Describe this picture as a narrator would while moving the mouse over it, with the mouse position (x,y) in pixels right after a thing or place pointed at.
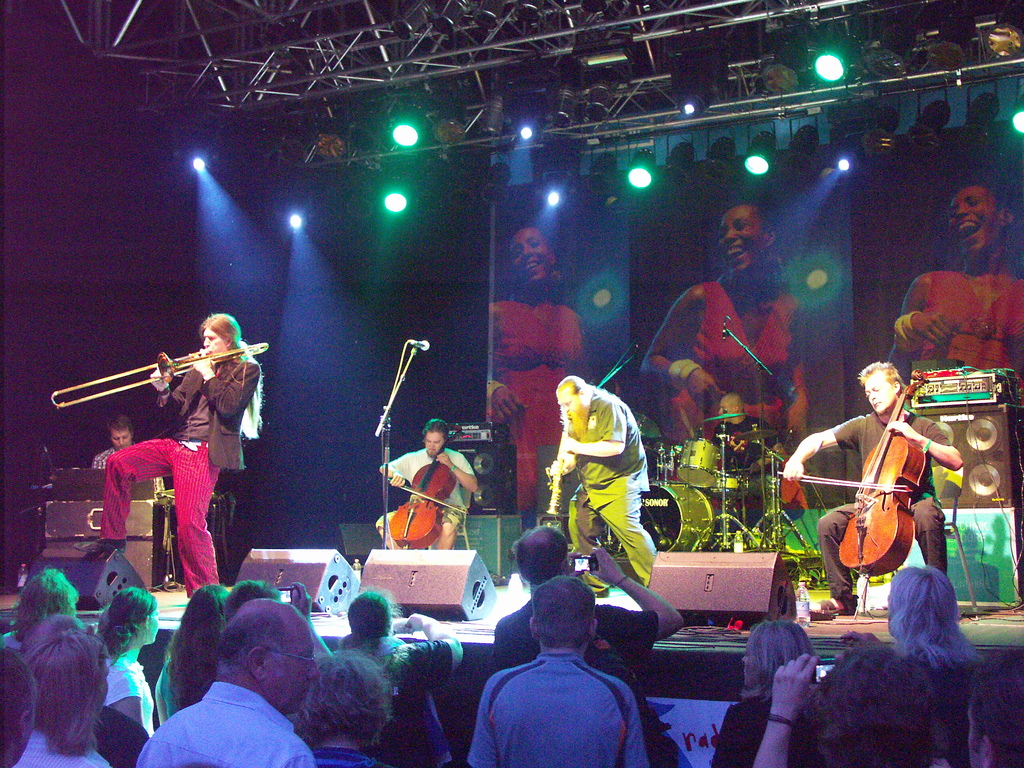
6 people (197,471) are performing on the stage (493,562). the person (839,525) at the right (860,497) is playing cello (862,518). the person (200,426) at the left (191,432) is playing trombone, behind him there is a person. above him there are lights (413,142). behind them there is a banner (607,293).
